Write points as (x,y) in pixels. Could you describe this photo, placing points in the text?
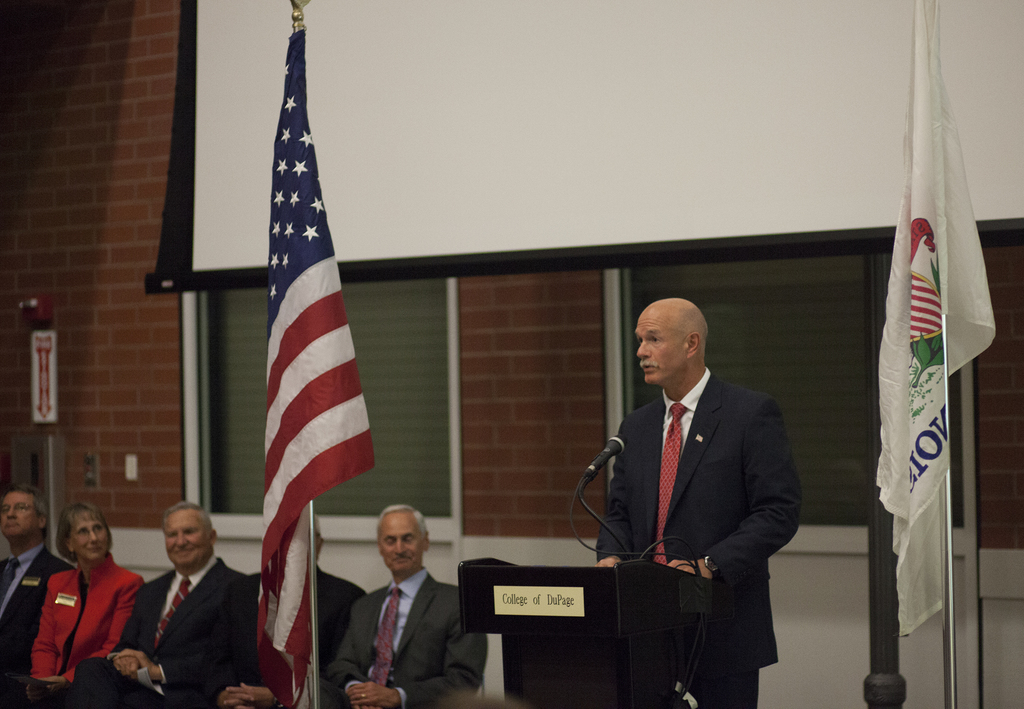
In this image, we can see flags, rods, and person (688,538) standing behind the podium (697,611). In-front of him there is a microphone (614,455) with wire (573,527) and rod (613,537). On the podium (584,580), we can see a board (539,609) with text (565,606). At the bottom of the image (439,678), we can see people (138,658) are sitting. In the background (473,497), there is a wall (526,381), door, screen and few objects (48,377).
